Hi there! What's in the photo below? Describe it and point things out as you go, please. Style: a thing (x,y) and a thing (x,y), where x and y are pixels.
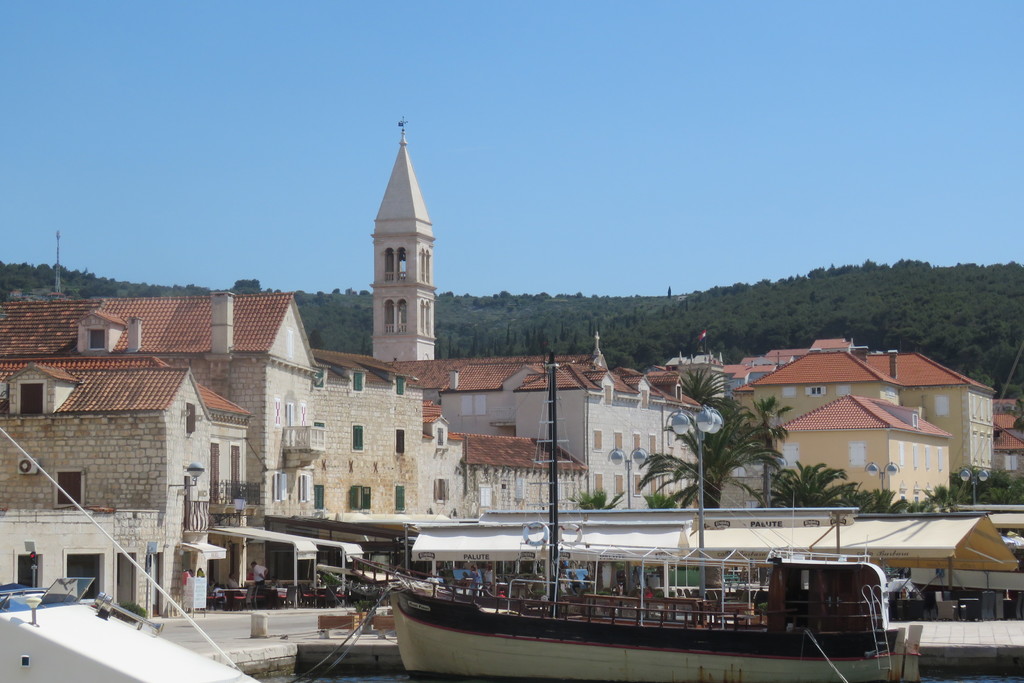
In this image there is a boat (558,627) in the center (553,446). In the background (381,465) there are buildings (859,435), trees (723,469), poles (555,535), tents (919,520) and there are mountains (665,315). On the left side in front of the building (243,567) there is a person (263,574) standing.
